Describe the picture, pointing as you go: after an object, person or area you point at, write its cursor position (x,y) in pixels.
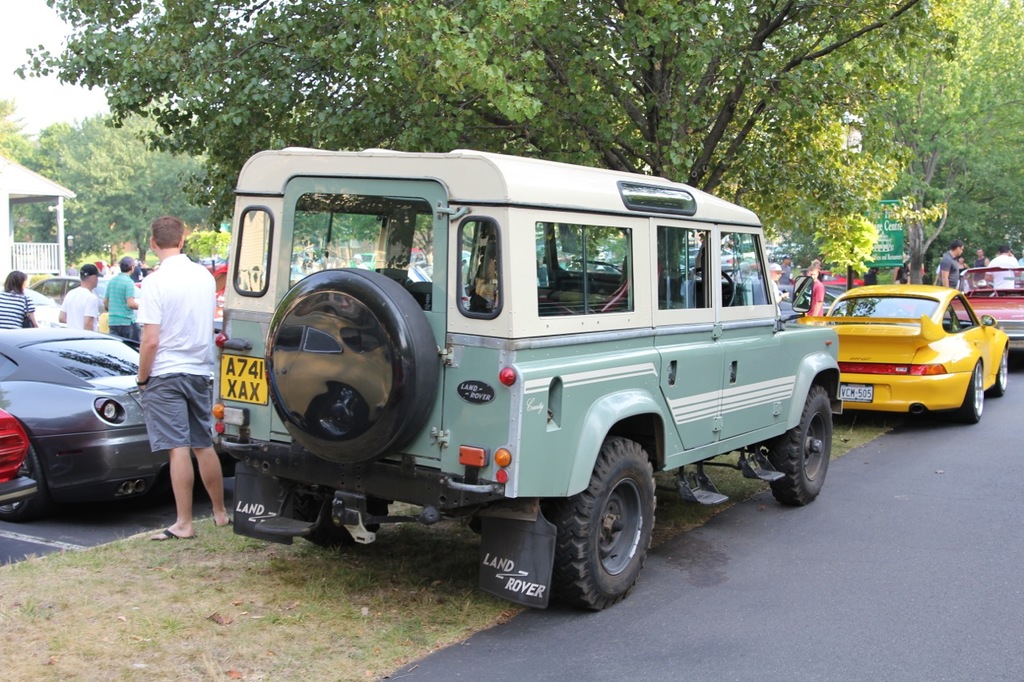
It's a jeep (577,580) parked on this road (579,627), on the left side (197,379) a man (181,451) is standing, he wore a white color t-shirt (196,364) and grey color short (199,406). This is the tree (625,105), few other vehicles (889,340) are parked on the right side of an image (907,331).
